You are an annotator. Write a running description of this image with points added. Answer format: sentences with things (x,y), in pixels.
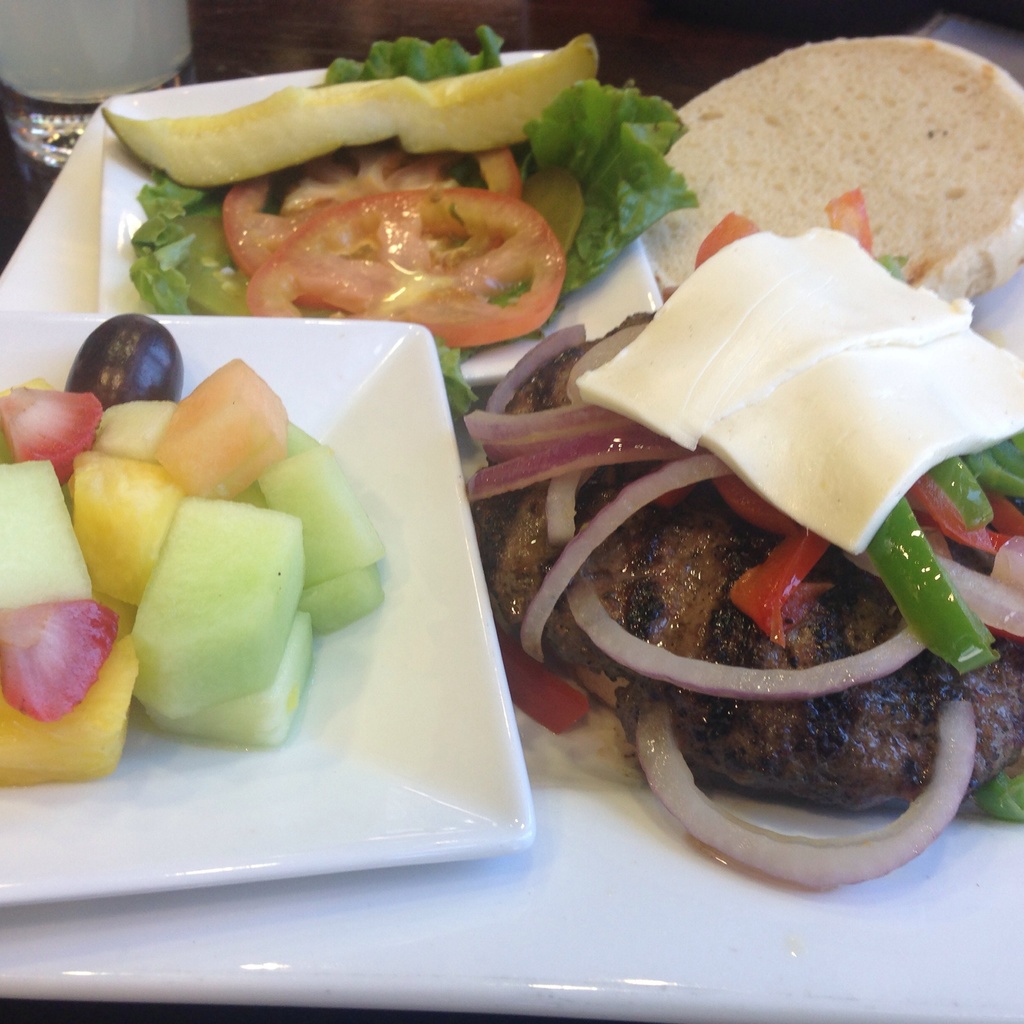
In this image we can see a food item (839,755) which garnish with onion (964,585), capsicum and cheese (793,456) is on the white color plate (560,935) and fruits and vegetables (378,274) are plated in white color dish (419,381). Right top of the image (864,186) bun (888,157) is there. Left top of the image (93,26) glass (78,60) is present.
